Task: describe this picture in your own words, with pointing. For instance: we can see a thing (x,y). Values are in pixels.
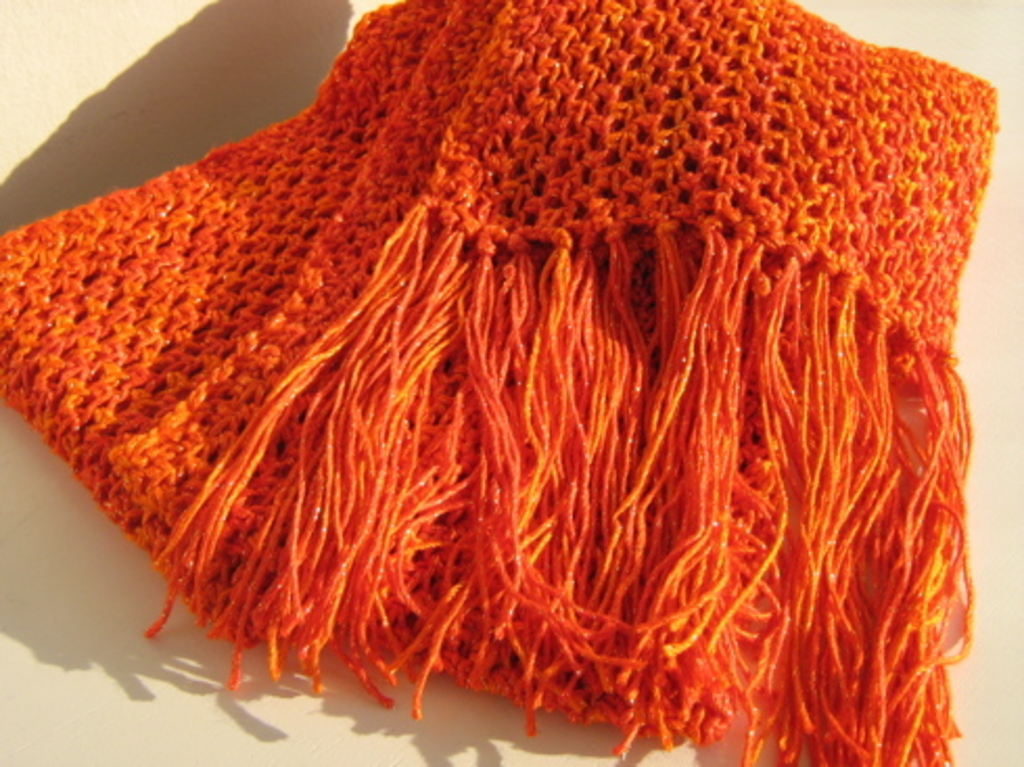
In this image I can see a woolen stole (477,248) on floor (1,559).
